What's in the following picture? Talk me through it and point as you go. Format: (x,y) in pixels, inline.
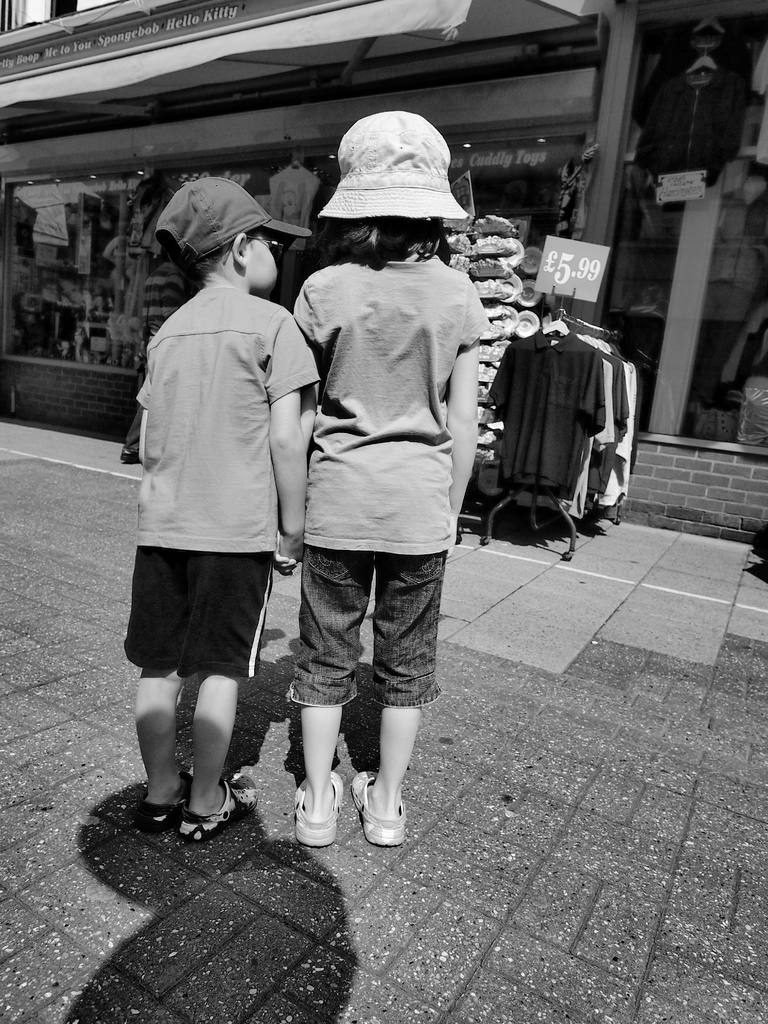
In this picture we can see two kids (332,369) are standing, they wore caps (334,206), in the background (456,61) there is a building (519,55), it looks like a store (556,226), we can see some clothes (556,373), a price tag (592,286) and a glass (644,286) on the right side (646,256).
